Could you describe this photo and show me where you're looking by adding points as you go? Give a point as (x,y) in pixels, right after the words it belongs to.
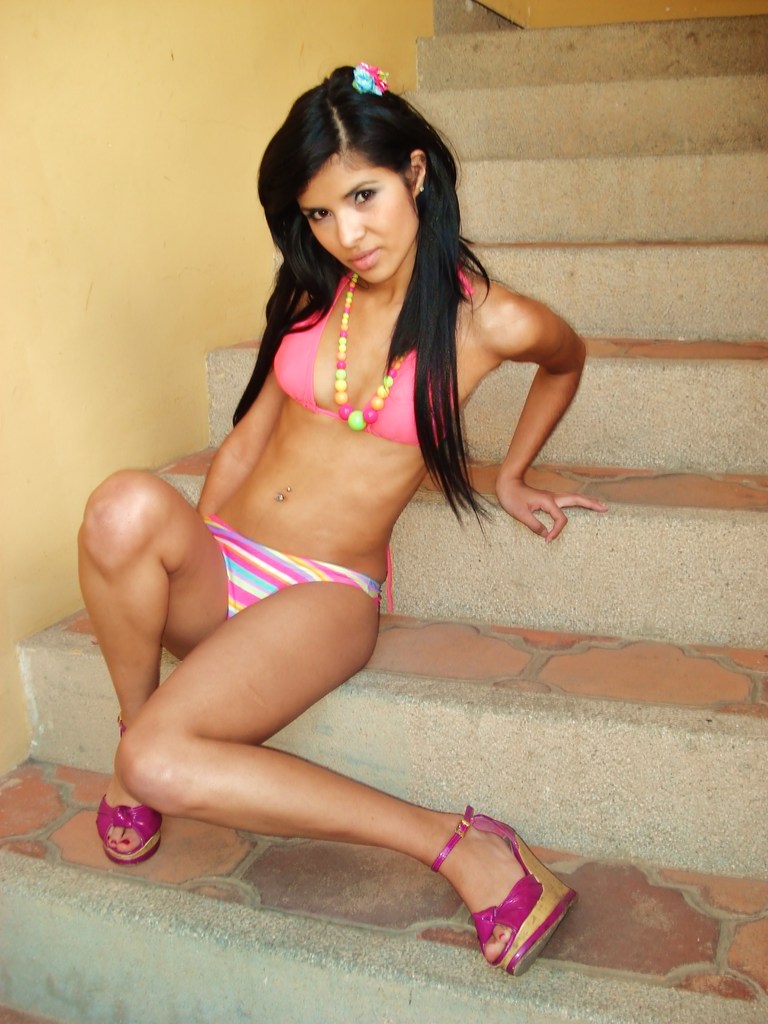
In this image there is a girl (300,437) in the middle (370,476) who is sitting on the steps (354,716) by wearing the bikini (244,540).
